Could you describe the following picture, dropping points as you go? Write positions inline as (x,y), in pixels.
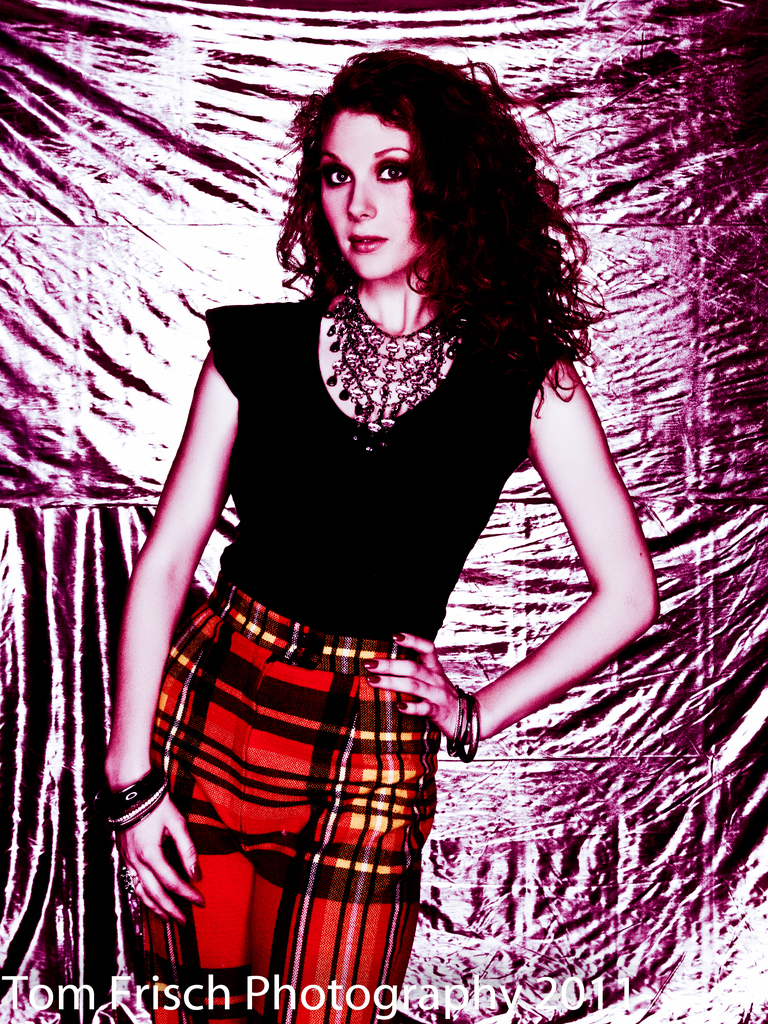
In this image I can see the edited picture in which I can see a person (437,571) wearing red and black colored dress (304,819) is standing. I can see something is written to the bottom of the image (423,989).
